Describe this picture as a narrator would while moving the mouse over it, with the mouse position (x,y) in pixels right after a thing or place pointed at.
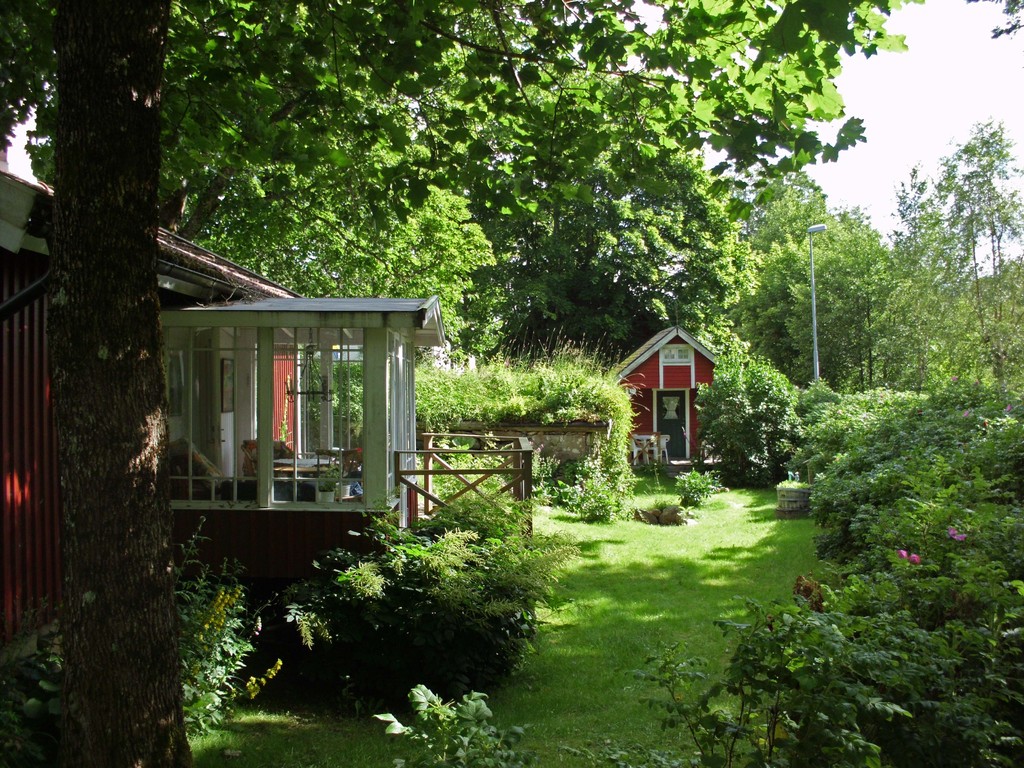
This picture shows couple of houses (634,369) and we see trees (768,234) and few plants (469,609) and grass (731,542) on the ground (713,522) and we see a cloudy sky (878,143).
